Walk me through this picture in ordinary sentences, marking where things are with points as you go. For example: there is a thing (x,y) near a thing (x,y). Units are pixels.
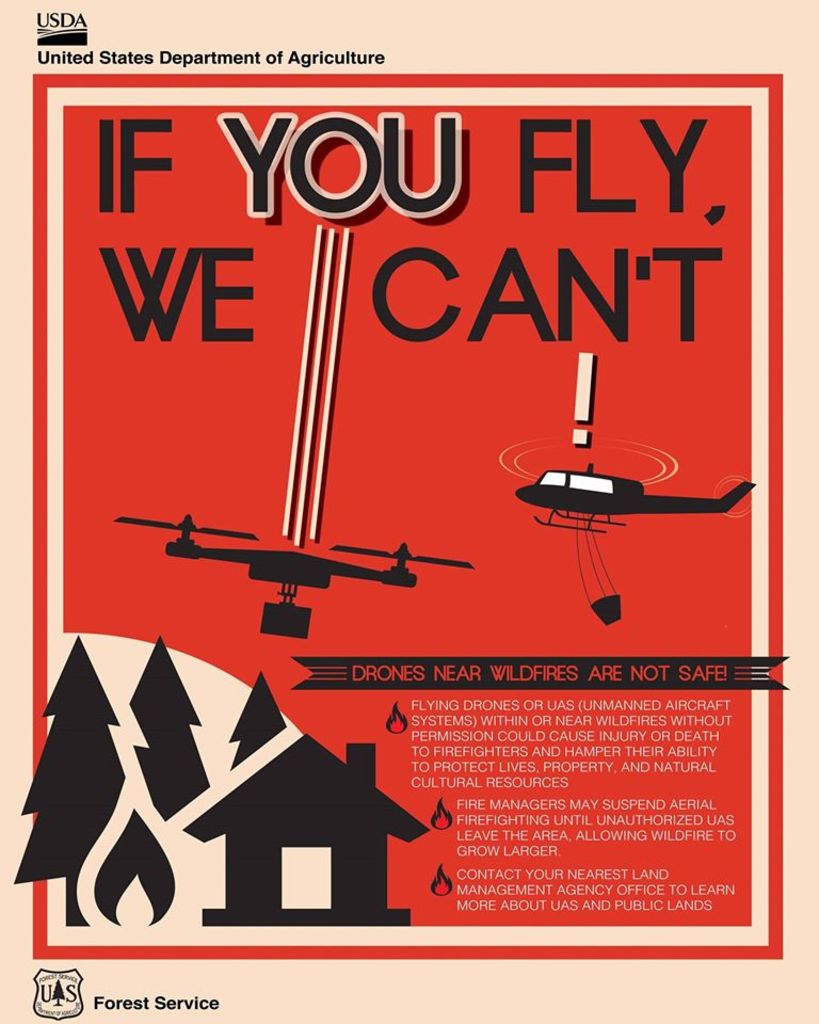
This image consists of a poster (371,531) which is in red color. On this poster (254,285) I can see some text (564,279) in red and white color and images of helicopter (590,483) and house (309,855).
